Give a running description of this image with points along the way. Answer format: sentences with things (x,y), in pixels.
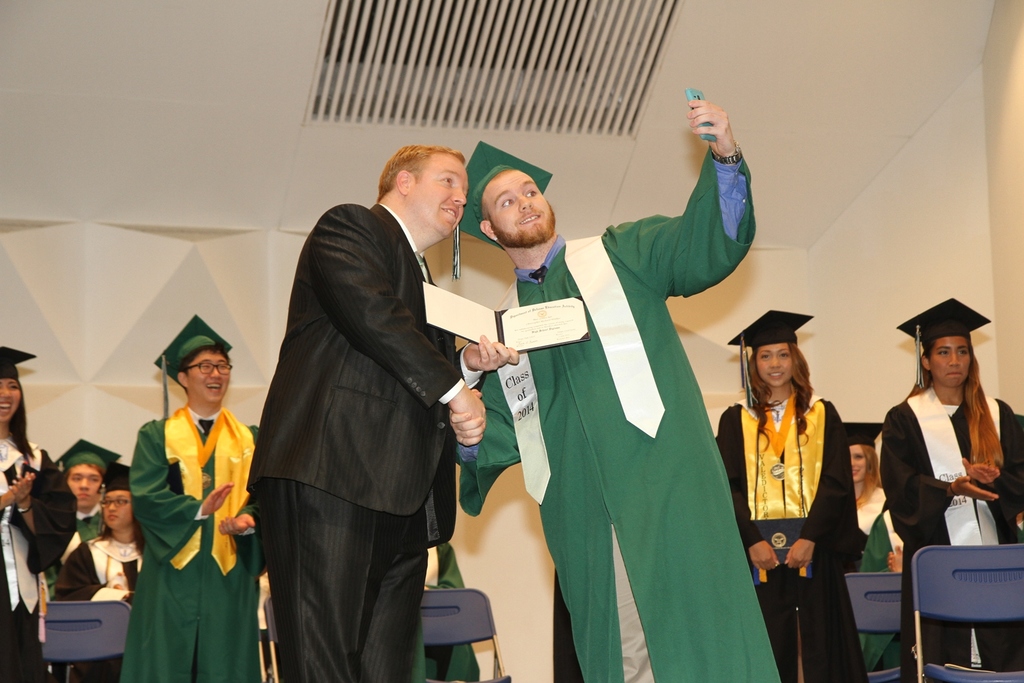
In front of the image there are two people (481,411) shaking hands (481,411) and holding a certificate (514,312) in their hands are taking a selfie, behind them there are a few other people (88,473) standing and clapping and there are chairs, behind them there is a wall (539,165), on top of the wall (126,443) there is a vent (524,46) with rods (438,47).
